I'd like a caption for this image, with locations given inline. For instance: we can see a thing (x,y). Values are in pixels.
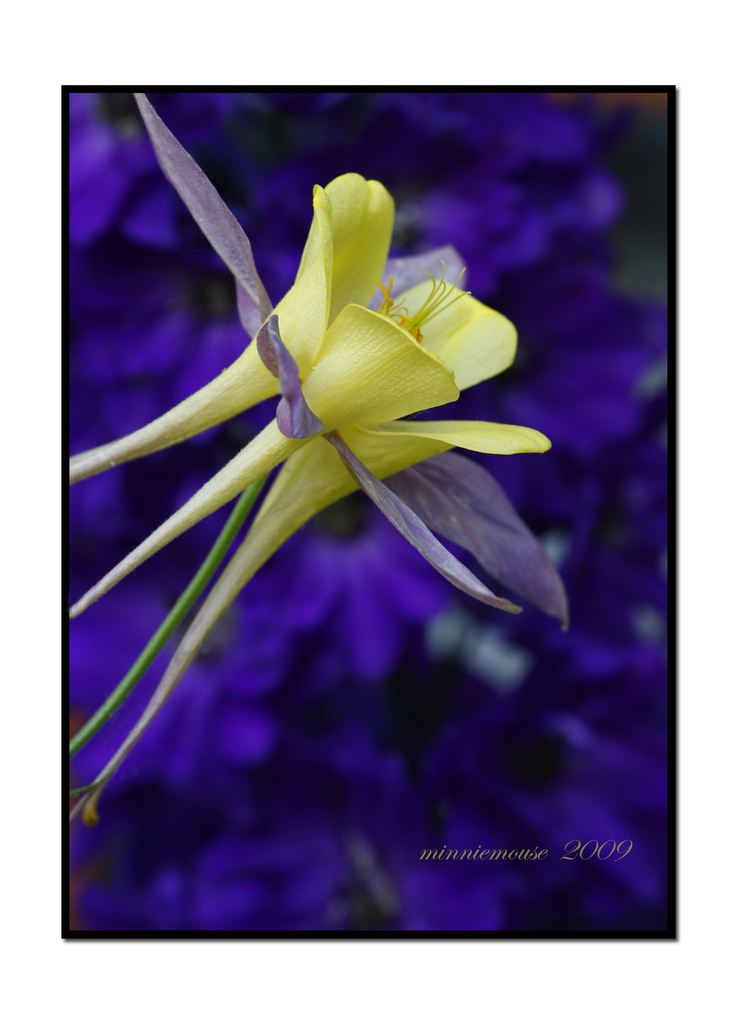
In this image in the foreground (318,340) there is one flower (300,321) and in the background (490,797) there are a group of flowers (545,392) which are purple in color, and at the bottom of the image (498,851) there is some text (563,858) written.
